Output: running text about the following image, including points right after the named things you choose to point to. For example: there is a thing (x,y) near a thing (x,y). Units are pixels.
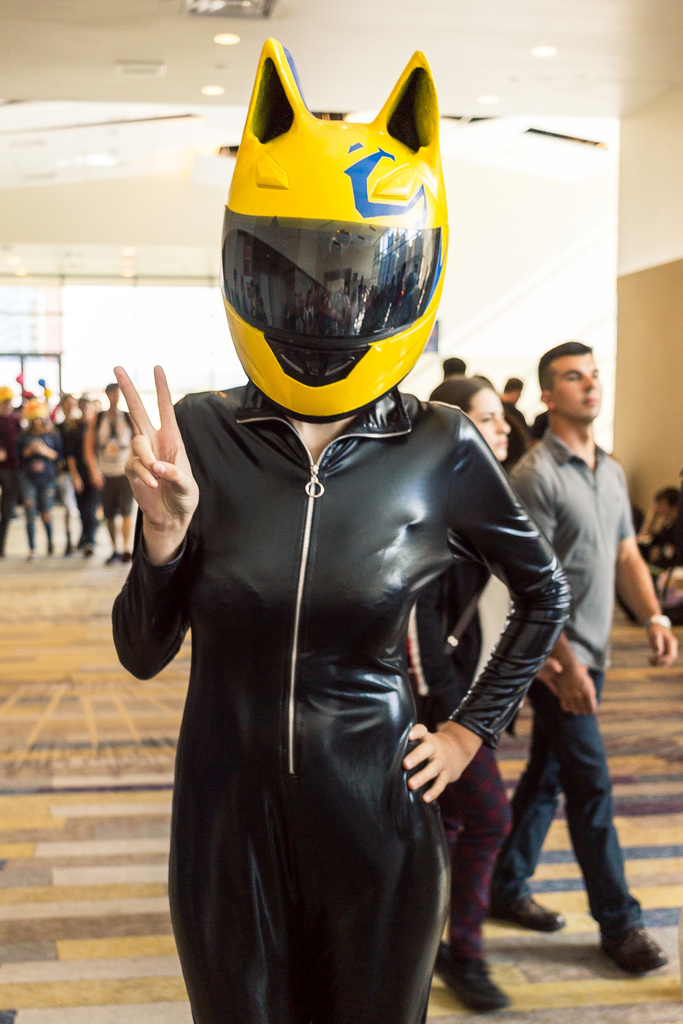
In this image, in the middle (375,454), we can see a person (396,441) wearing a black color dress (402,447) and yellow color helmet (322,239) is standing. In the background (627,586), we can see a group of people (597,787) walking. At the top (575,14), we can see a roof (609,67) with few lights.
